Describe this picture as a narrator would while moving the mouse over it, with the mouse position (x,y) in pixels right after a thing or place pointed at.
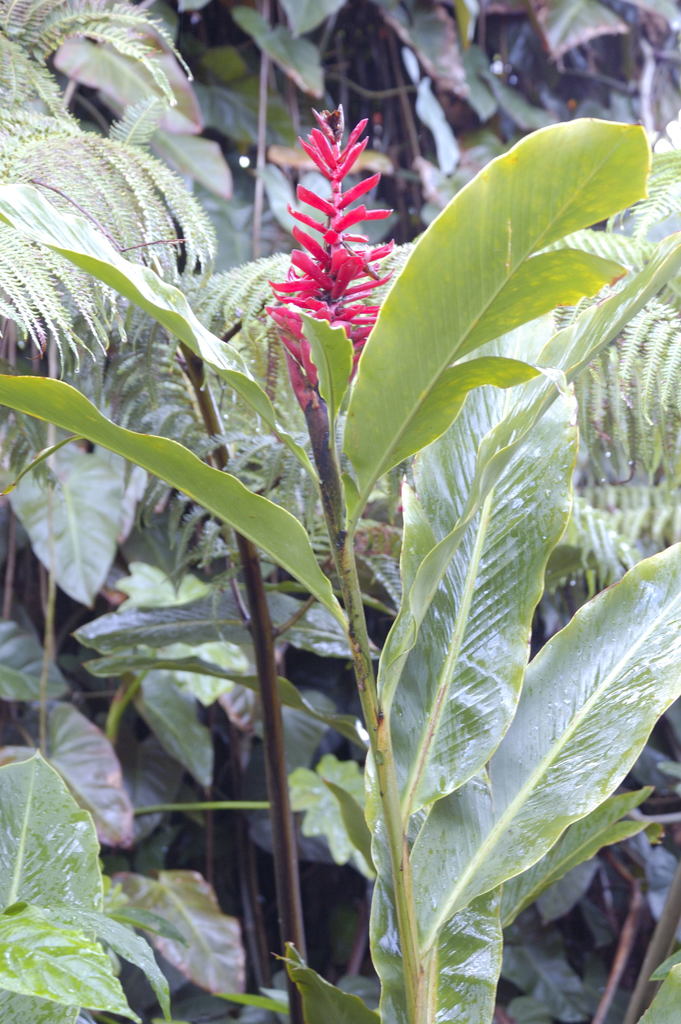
In this image I can see a red colour flower (318,143) and number of green colour leaves (598,344).
